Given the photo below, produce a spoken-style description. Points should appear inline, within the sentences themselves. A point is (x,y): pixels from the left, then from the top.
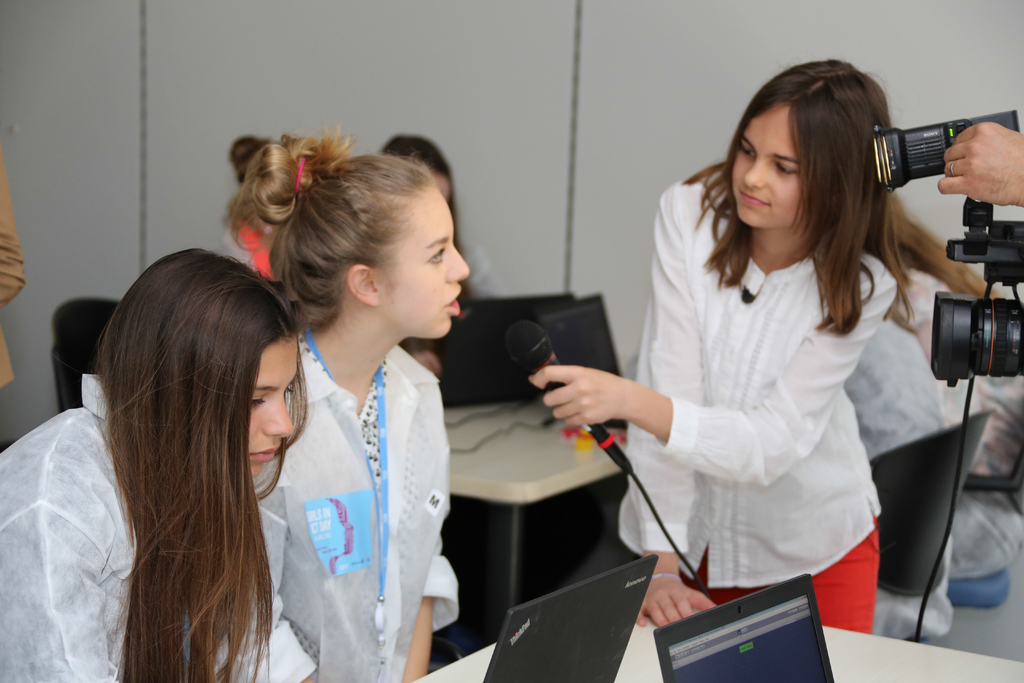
In this image I can see 3 girls (751,206) wearing white shirts (729,289). The girl (747,225) on the right (833,324) is holding a microphone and a person (1005,141) at the right corner (1023,361) is holding a camera (965,129). There are laptops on a table (875,682) present in front of them. There are tables (476,414) and other people (1,373) at the back (493,443).
